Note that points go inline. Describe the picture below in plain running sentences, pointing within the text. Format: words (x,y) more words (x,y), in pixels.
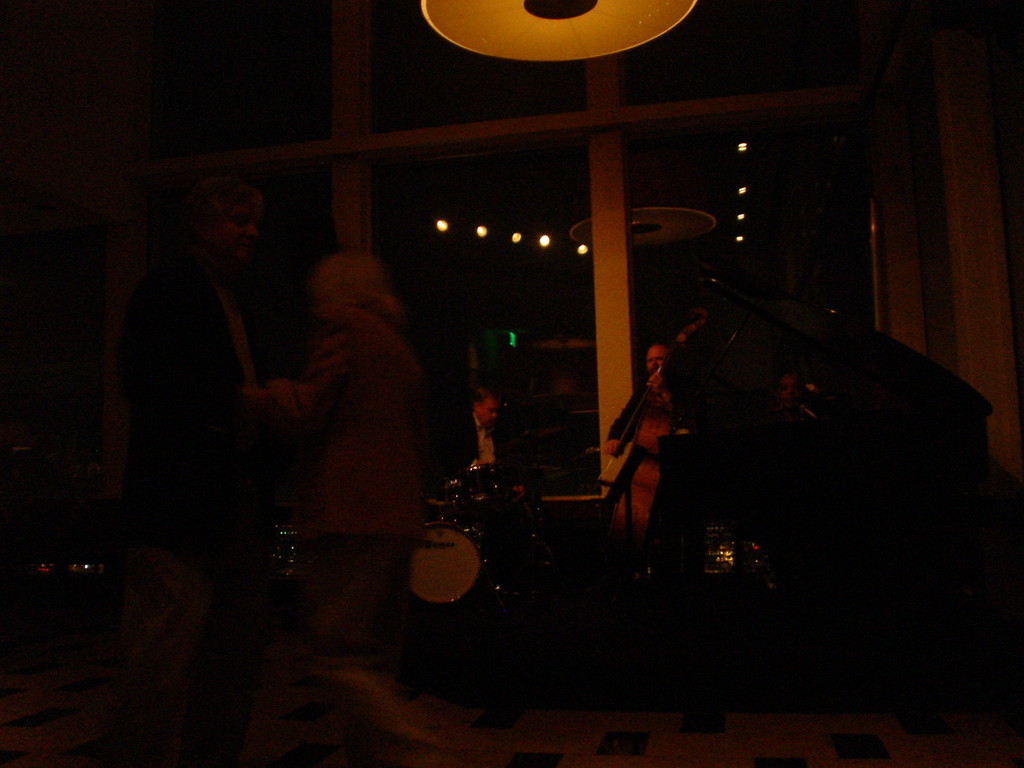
In this image I can see few people (147,723) and few musical instruments (928,479). I can see few lights (447,4) and the image is dark.
